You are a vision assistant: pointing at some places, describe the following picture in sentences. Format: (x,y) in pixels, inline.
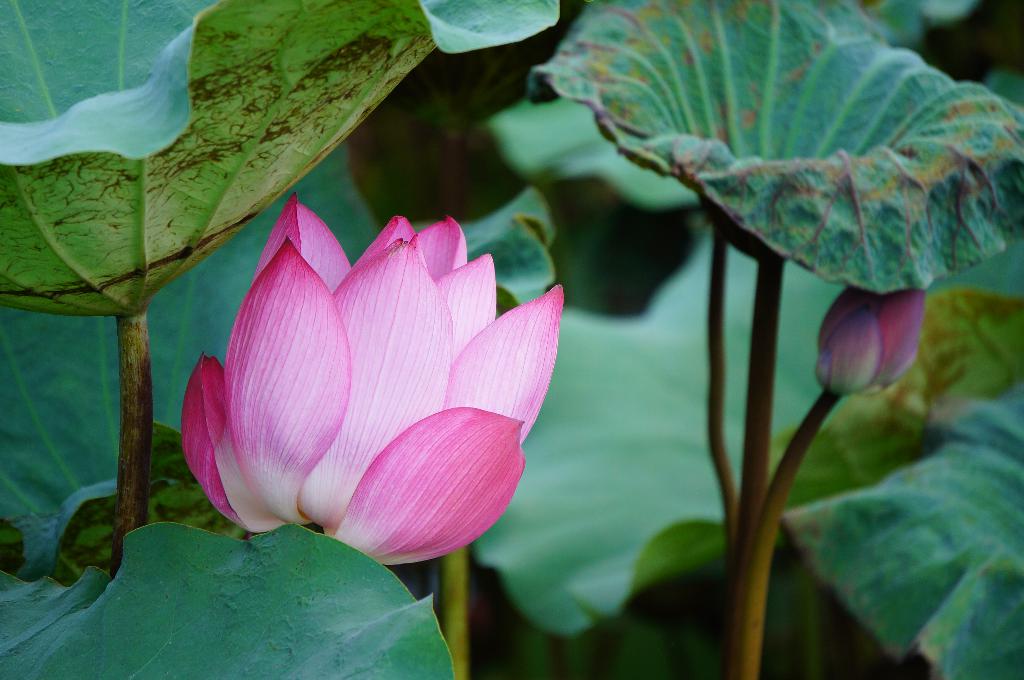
In this picture there is a pink color flower (386,387) on the plant (172,465) and there is a pink color bud (859,318) on the plant (770,288).
